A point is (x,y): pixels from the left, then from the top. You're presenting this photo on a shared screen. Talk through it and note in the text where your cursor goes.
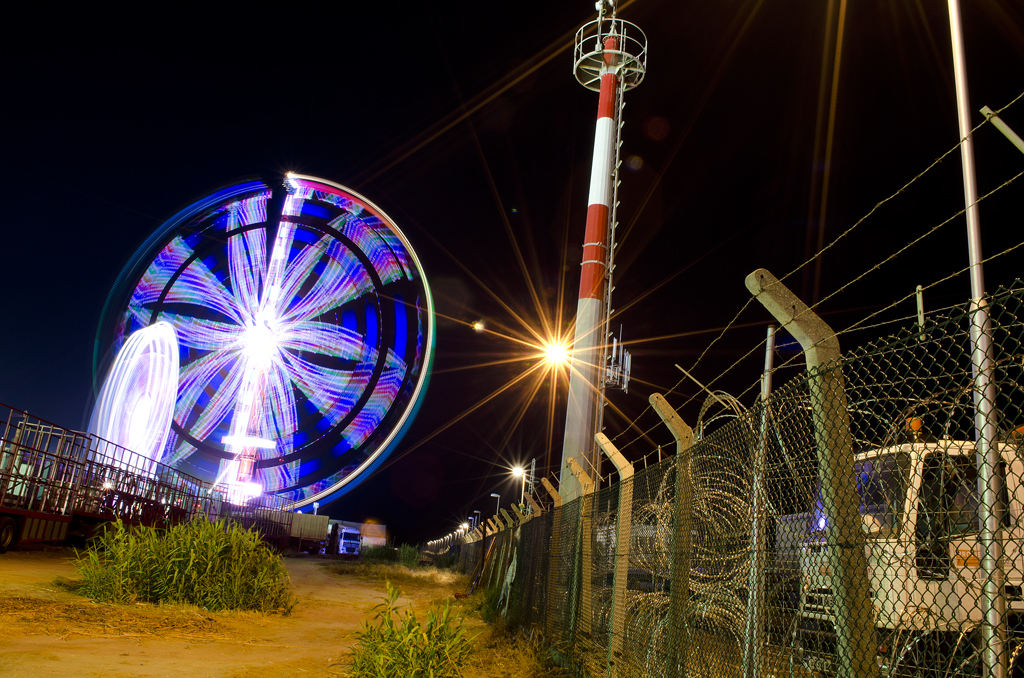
In this picture we can see fence (804,308), wires (723,480) and plants (232,537), through the fence (513,508) we can see a vehicle (944,558). We can see poles (995,567), lights (519,474), rods (995,567) and giant wheels (257,364). In the background of the image (441,453) it is dark.
